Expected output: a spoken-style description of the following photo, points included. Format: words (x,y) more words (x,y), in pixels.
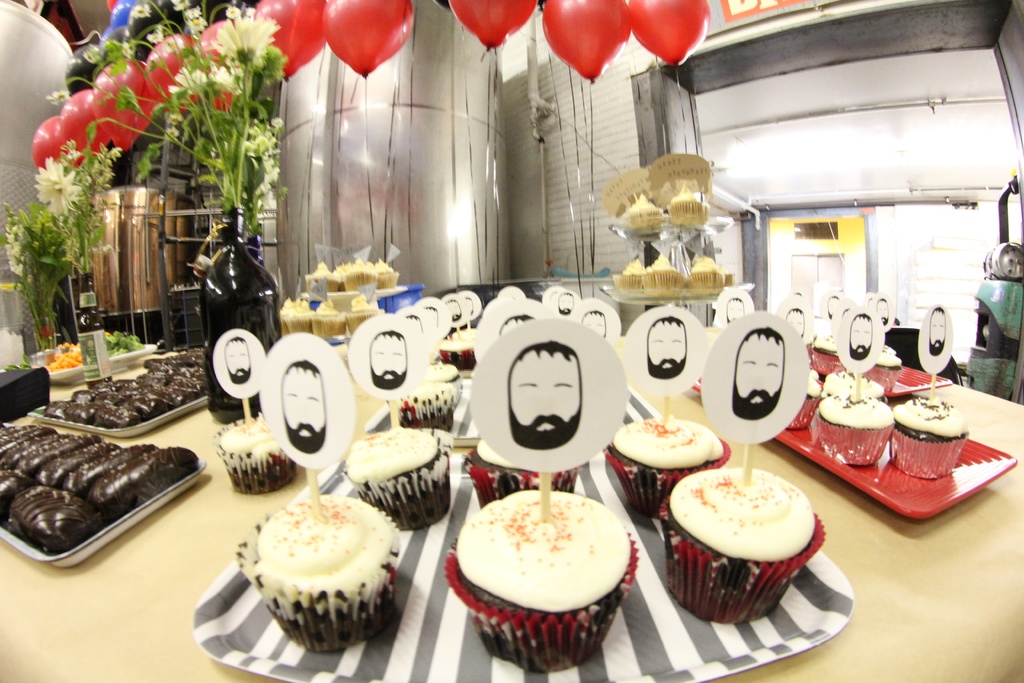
In this image there is a table (1018,493), on which we can see there are so many cup cakes (689,474) in the tray (406,662) and also there are some flower vases (251,285) and balloons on the top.
